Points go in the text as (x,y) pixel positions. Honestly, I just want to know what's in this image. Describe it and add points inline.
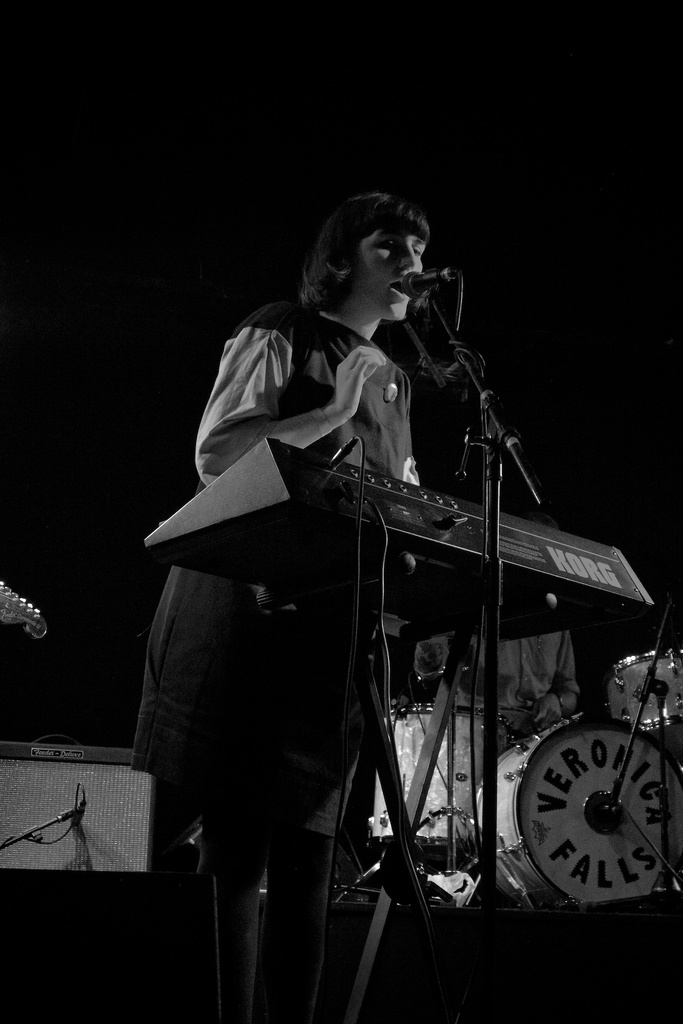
This is a black and white image. In this image we can see a woman (250,632) standing on the floor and musical instruments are placed in front of her. In the background (173,430) there are speakers (81,749) and a curtain (81,288).
